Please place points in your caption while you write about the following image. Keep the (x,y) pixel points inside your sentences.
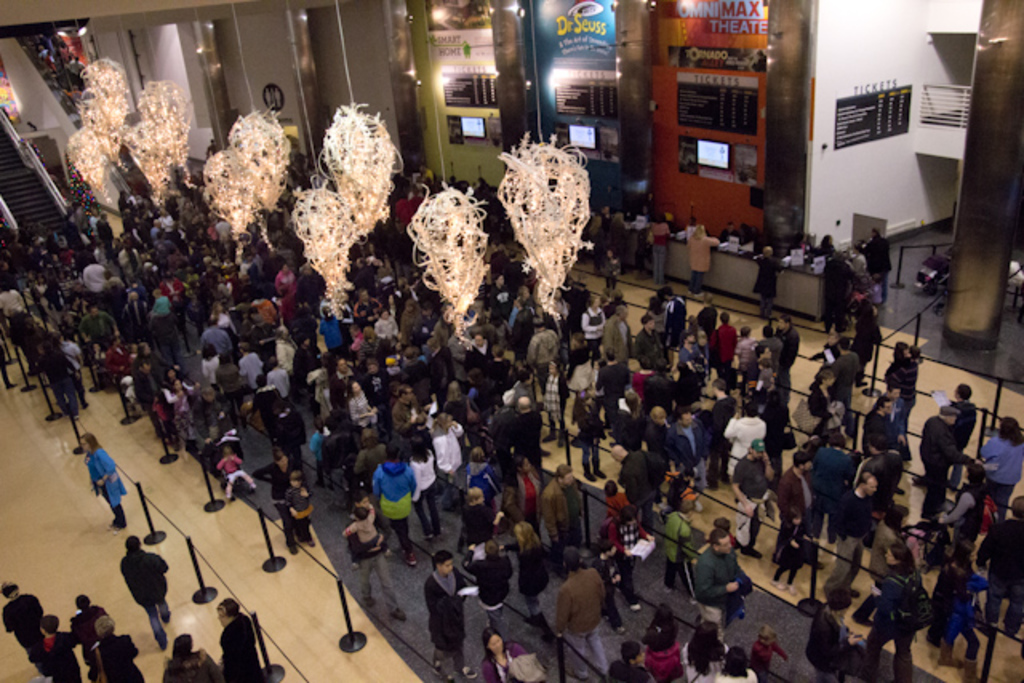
In this image we can see a crowd of people (553,490), among them some are holding the objects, we can see the posters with some text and images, there are systems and other objects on the table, at the top of the roof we can see the lights (461,232) hanged, and also we can see an escalator (20,208) and grille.
